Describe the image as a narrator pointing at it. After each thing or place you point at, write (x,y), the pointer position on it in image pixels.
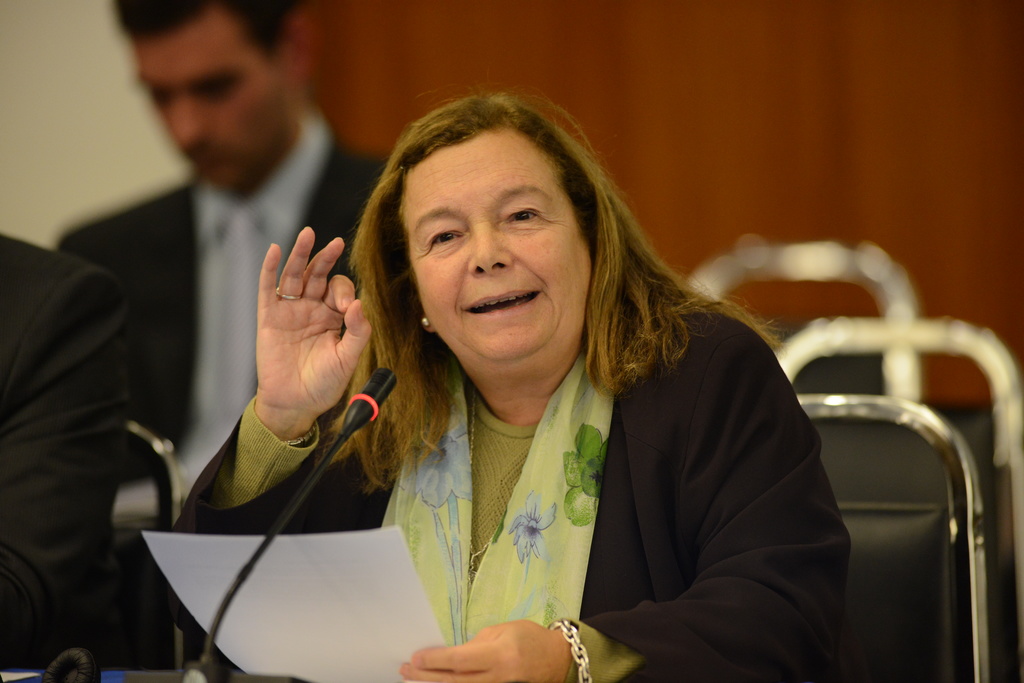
This image is clicked in a room (711,128). There are chairs (896,304) in this image. There are three persons (343,413) sitting here. The middle one (501,431) is women (544,332), she has mic (384,385) in front of her and she is holding some paper (366,609). She is talking something. There is man (249,166) behind her, who wore black blazer (186,278) and blue color shirt (212,264).
